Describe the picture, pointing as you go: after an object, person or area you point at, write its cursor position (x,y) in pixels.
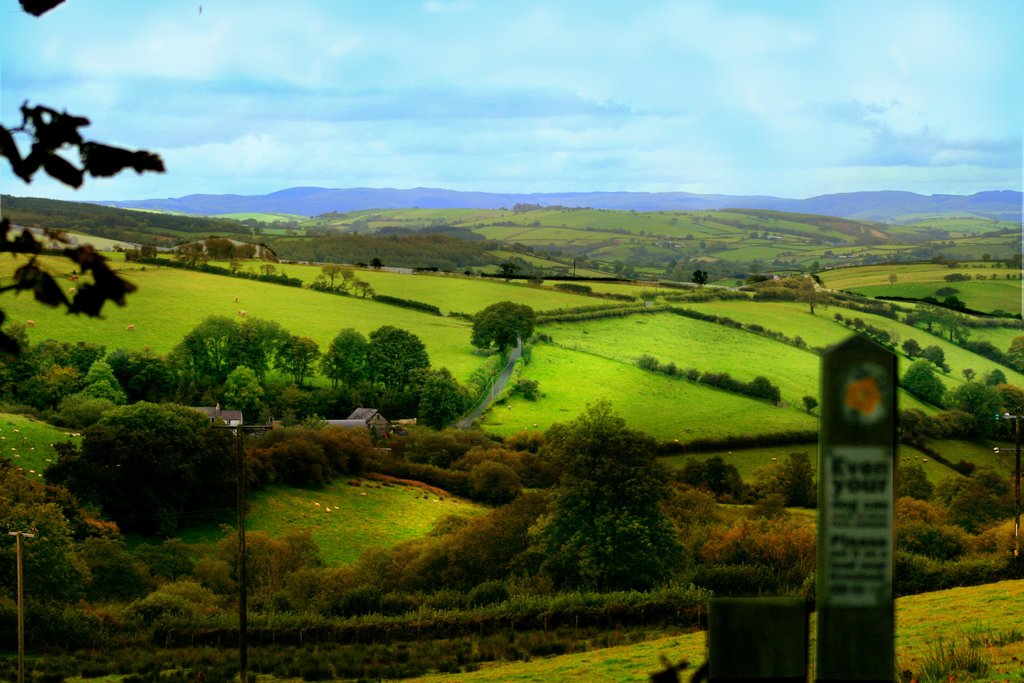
In this image I can see the board (869,536). In the background (615,479) I can see many plants (85,464) and houses (207,411). I can also see mountains (774,205) and the sky (494,106) in the back (621,173).
